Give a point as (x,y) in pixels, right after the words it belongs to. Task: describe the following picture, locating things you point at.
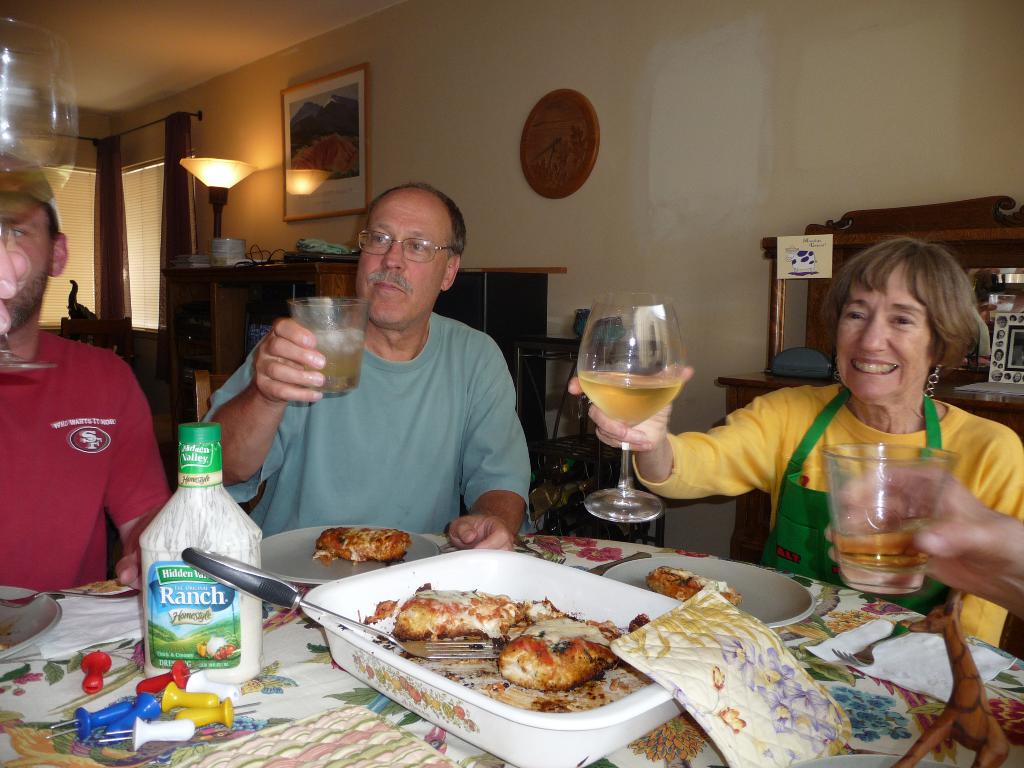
In this image we can see few people (479,352) sitting and holding glasses (308,378). There is a table (118,653). On the table (328,727) there is a bottle (182,572), plates (12,603) with food item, tray (490,705) with food item (444,617) and spoon (277,592), pins (190,703) and some other things (862,655). In the back (415,95) there is a wall (396,95) with photo frame (368,95) and a round object (551,149). Also there is a cupboard (830,357). And there is another cupboard (251,268). On that there is a table lamp (230,187) and some other items (311,249). In the background (132,222) there are curtains (188,213) and windows (129,235).
